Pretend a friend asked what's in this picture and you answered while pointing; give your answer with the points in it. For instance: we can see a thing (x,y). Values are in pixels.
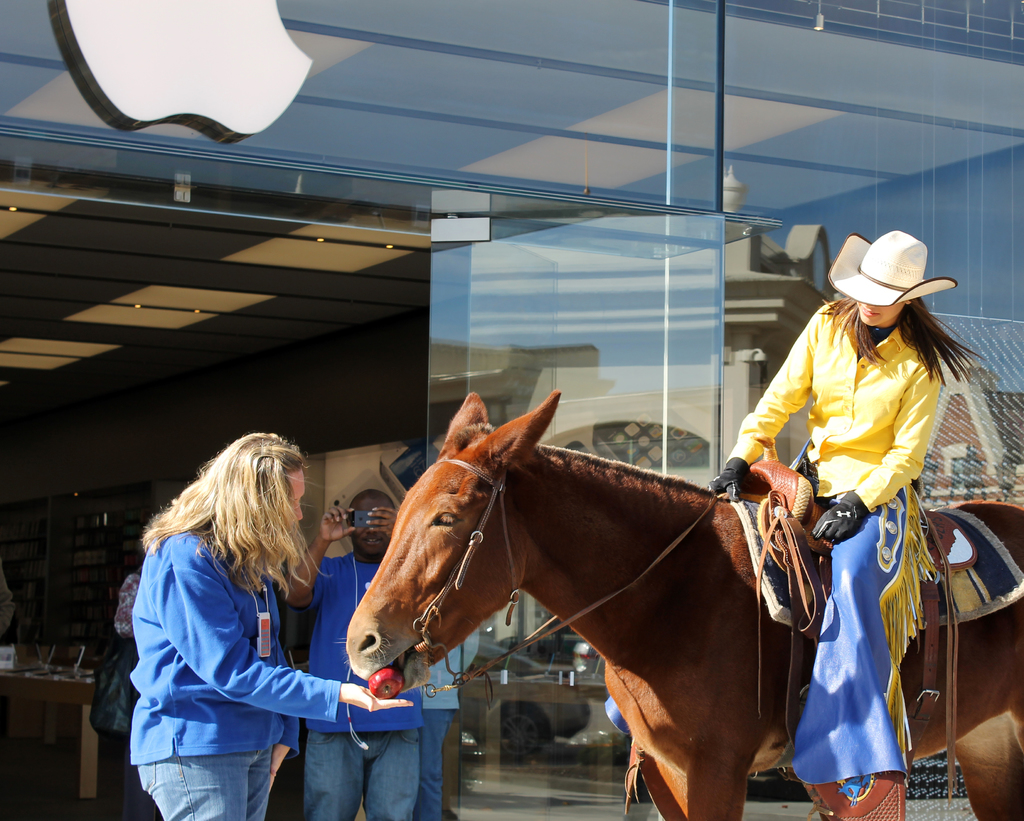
In this picture there is a lady (871,449) on the horse (702,596) and another lady (247,490) feeding the horse (419,575) with an apple (390,697) to it. In the background (549,294) we observe a glass mounted building (899,152) with apple symbol (131,123) on it. There is a guy (359,552) in the background (360,550) who is shooting the scene of the horse (477,588) with the phone (363,524).
